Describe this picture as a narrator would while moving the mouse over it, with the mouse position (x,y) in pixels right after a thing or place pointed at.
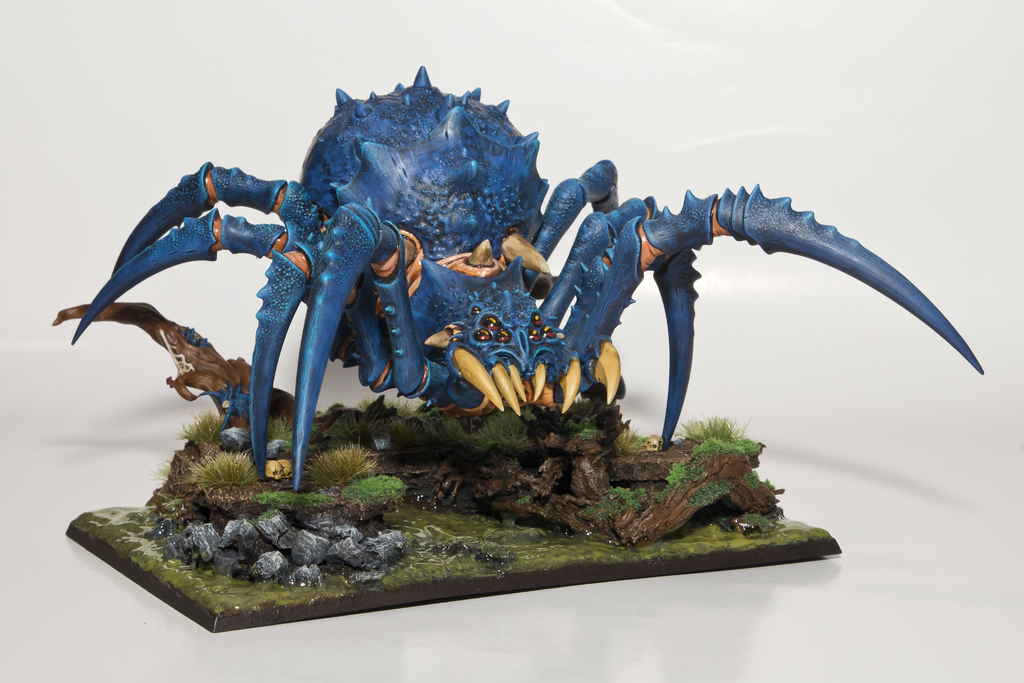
In this image we can see a blue color animal statue (350,230) on the white surface (71,622).
